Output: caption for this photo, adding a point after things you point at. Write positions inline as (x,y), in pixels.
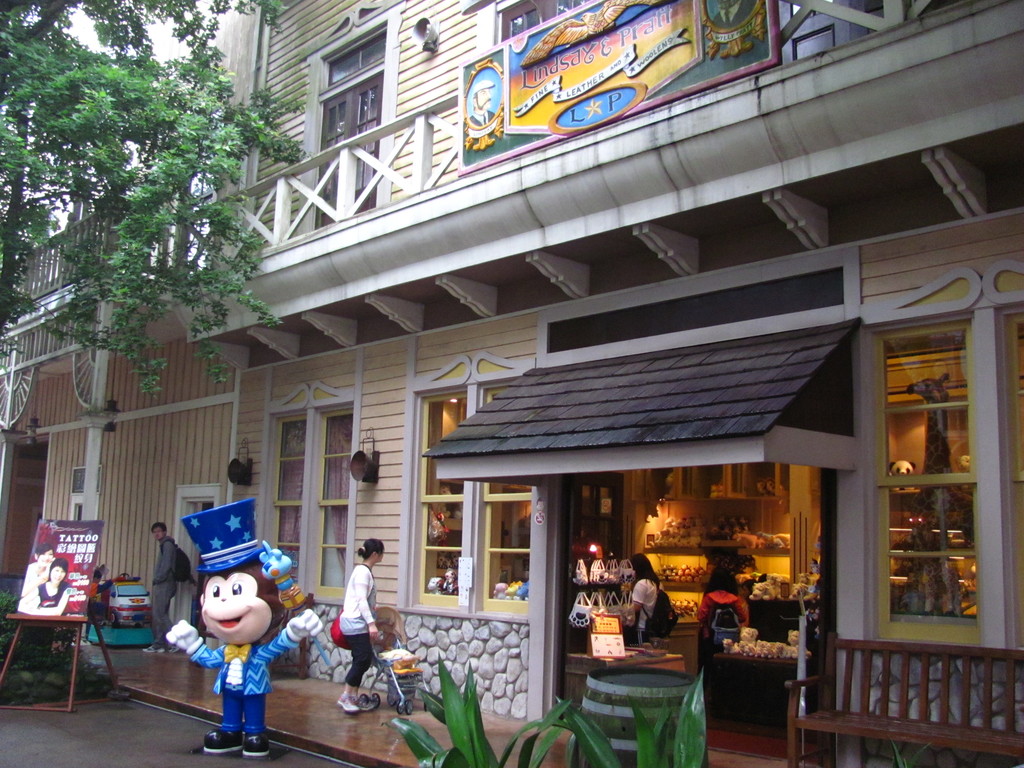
In this image we can see a building (589,288) and it is having many windows (361,118). There is a store (728,551) and many objects (666,544) are placed in the image. There is an advertising board (69,568) at the left side of the image (45,570). There are few objects (250,634) placed on the ground (294,673). There are few people (704,612) in the image.
